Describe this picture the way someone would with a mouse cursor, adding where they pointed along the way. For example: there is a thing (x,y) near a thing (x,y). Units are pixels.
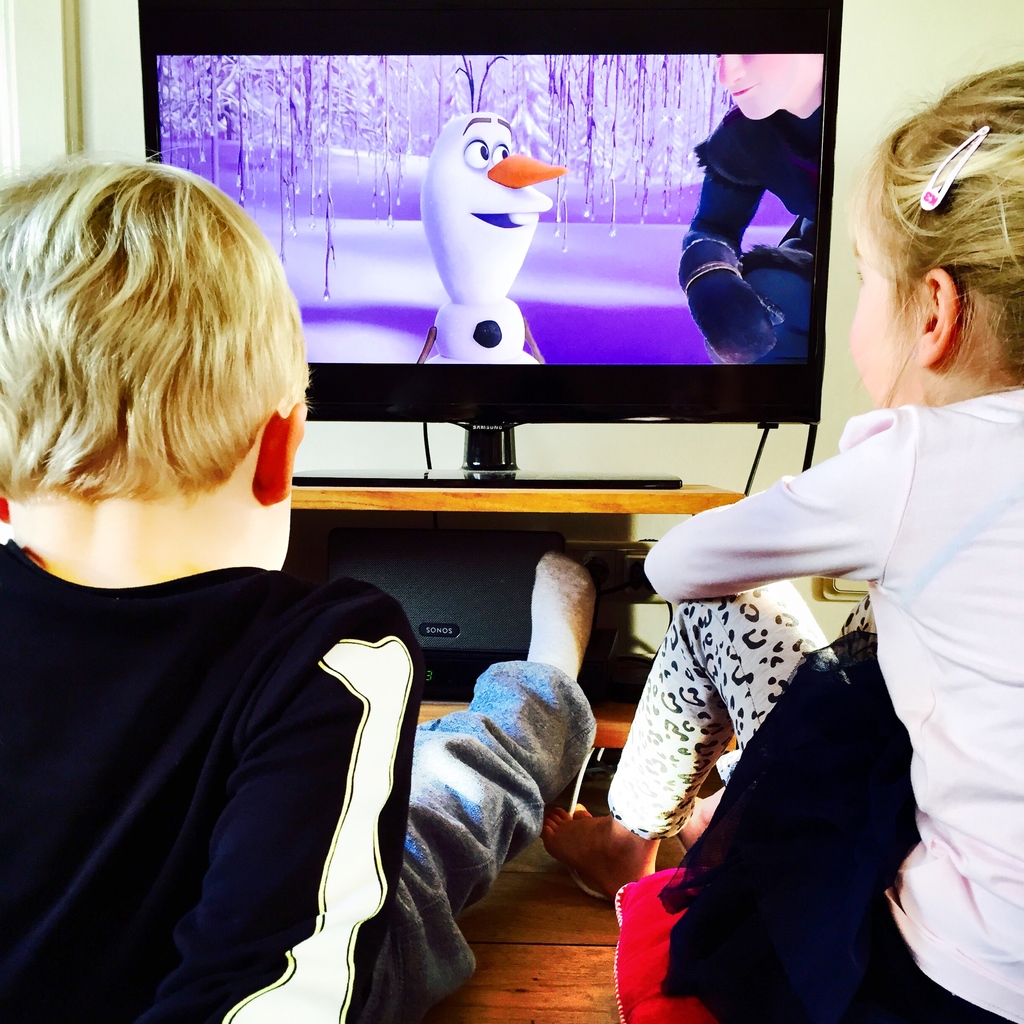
In the background (905,44) we can see a wall (124,41). In this picture we can see a television (499,347). We can see a girl (922,358) and a boy (32,587) sitting and watching television (148,18).
